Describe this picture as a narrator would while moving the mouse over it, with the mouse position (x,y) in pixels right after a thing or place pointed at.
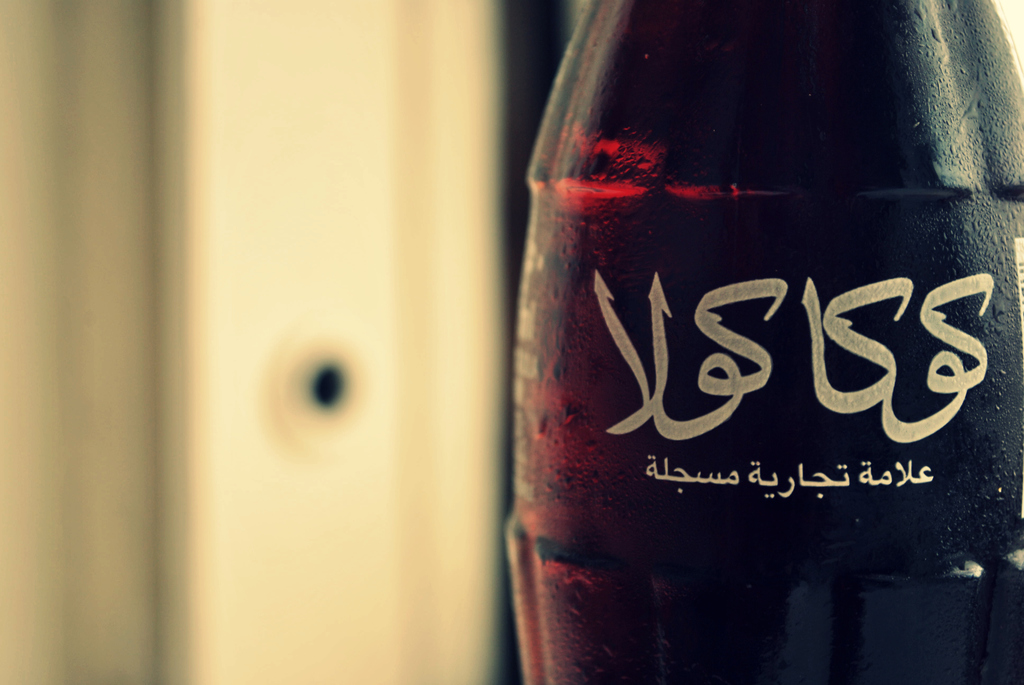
In this image there is a bottle (816,400) with some arabic text (906,426) on it.
